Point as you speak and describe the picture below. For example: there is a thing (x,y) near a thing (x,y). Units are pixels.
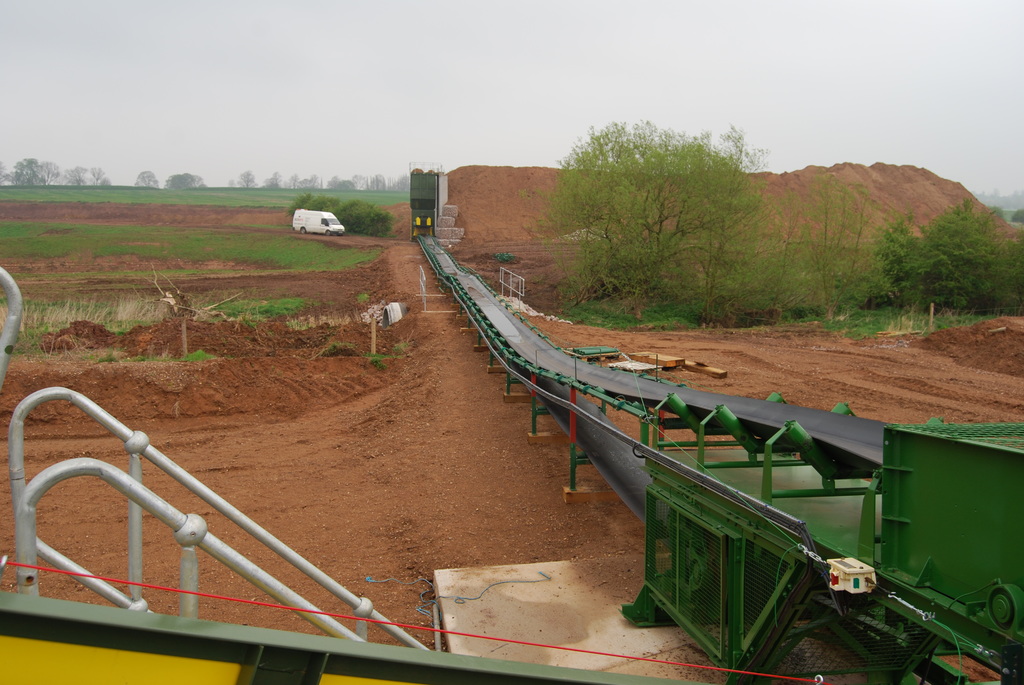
This picture shows grass (131,232) on the ground (48,223) and we see trees (558,194) and a vehicle (342,225). we see a machine (1010,684) and a cloudy sky (541,71).
